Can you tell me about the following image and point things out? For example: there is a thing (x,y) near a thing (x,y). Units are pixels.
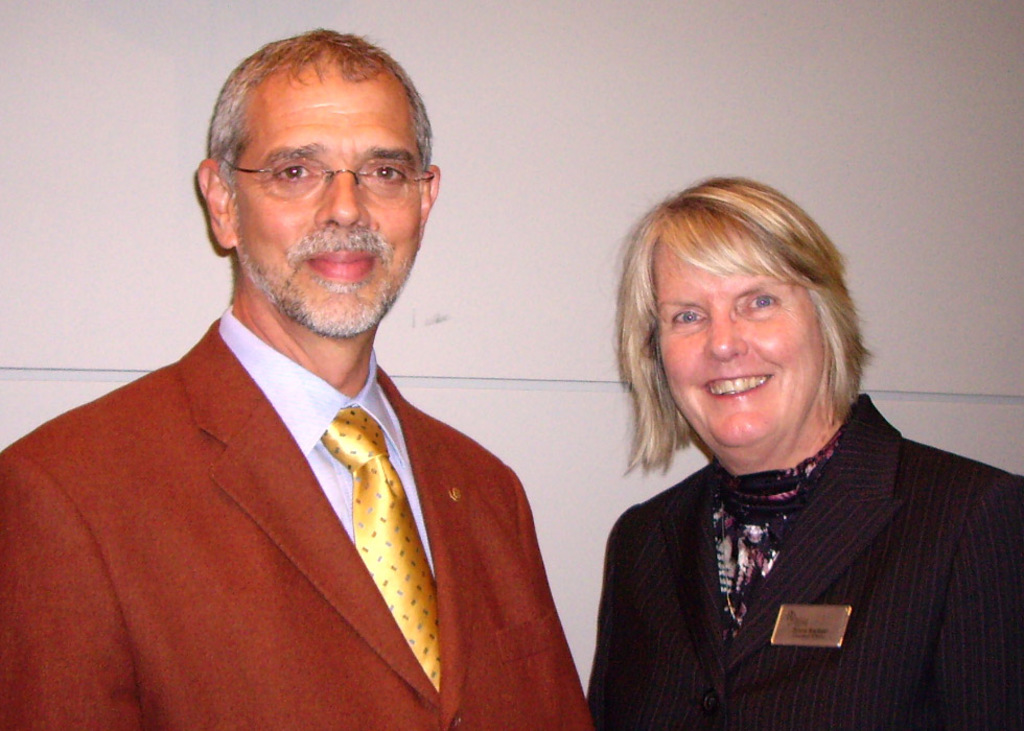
In this picture we can see a man (358,572) and a woman (642,555) smiling, in the background (516,135) there is a wall (516,135), this man (326,205) wore spectacles (318,185).
